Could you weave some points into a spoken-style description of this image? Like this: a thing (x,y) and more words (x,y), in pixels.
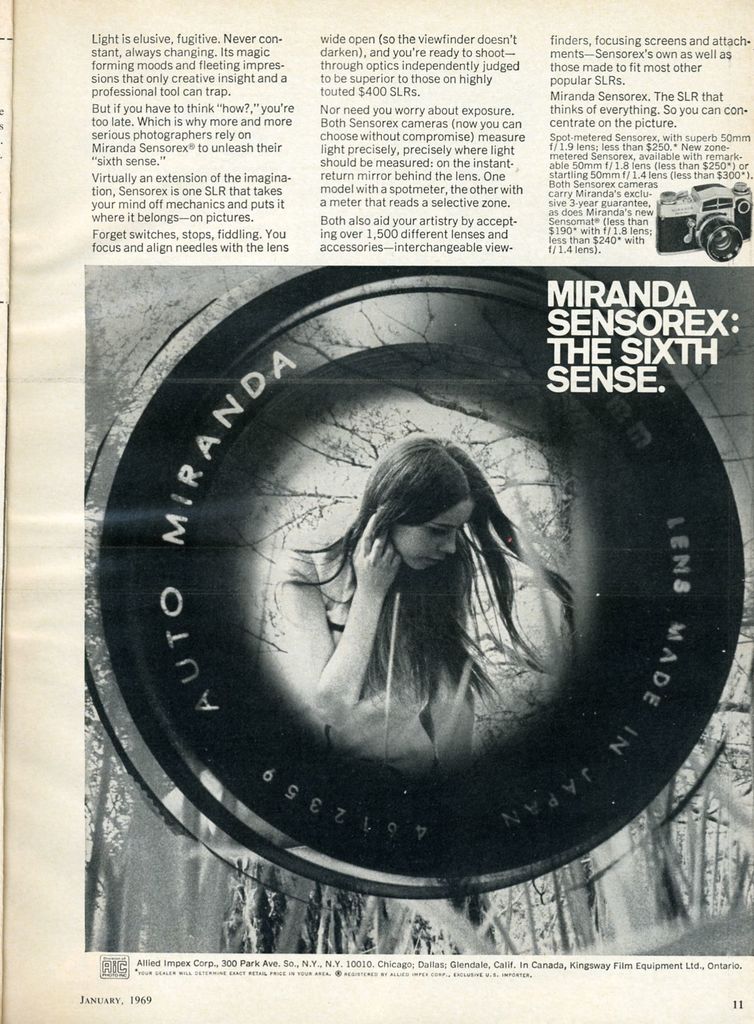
In this image there is a paper (305,869) having an image (359,548) and some text (481,180) on it. In the picture there is a woman (458,734). Top of the image (420,132) there is some text (733,177). Right side (724,216) there is a camera image (692,229).
